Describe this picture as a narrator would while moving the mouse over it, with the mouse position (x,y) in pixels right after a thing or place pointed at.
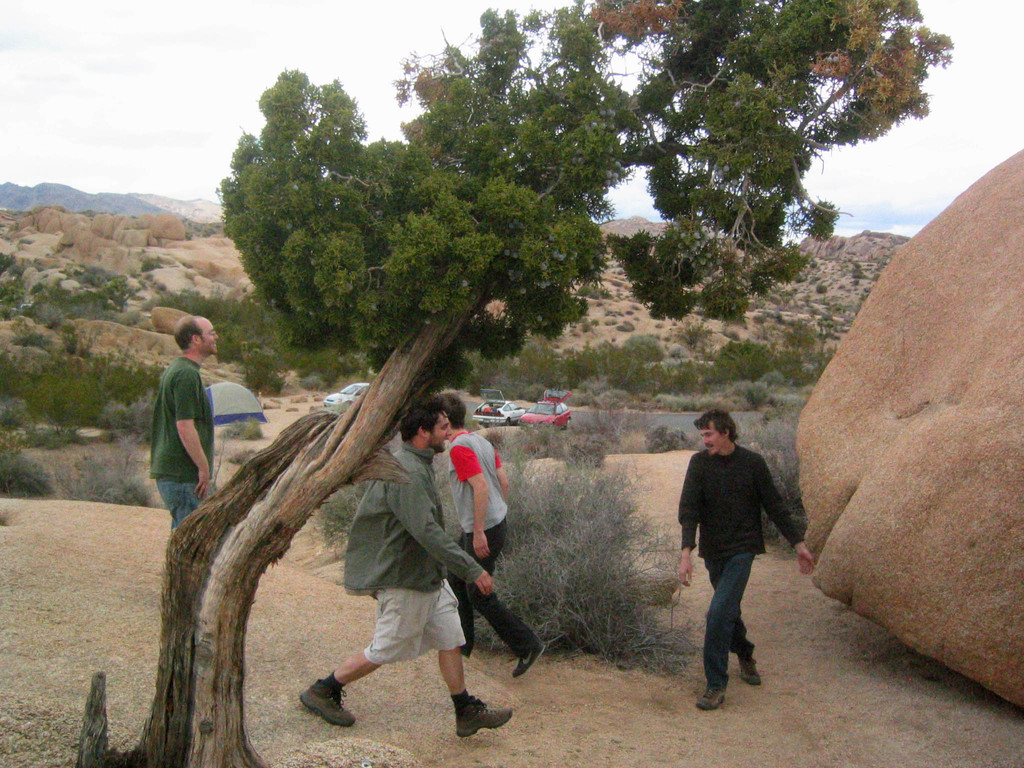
In the picture we can see a tree (441,333) on the sand surface (600,759) and behind it, we can see four people (457,720) are walking here and there and besides them, we can see a huge stone (944,258) and in the background (828,328) we can see some plants (135,433), rock surface (128,286), hills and sky (73,87).
